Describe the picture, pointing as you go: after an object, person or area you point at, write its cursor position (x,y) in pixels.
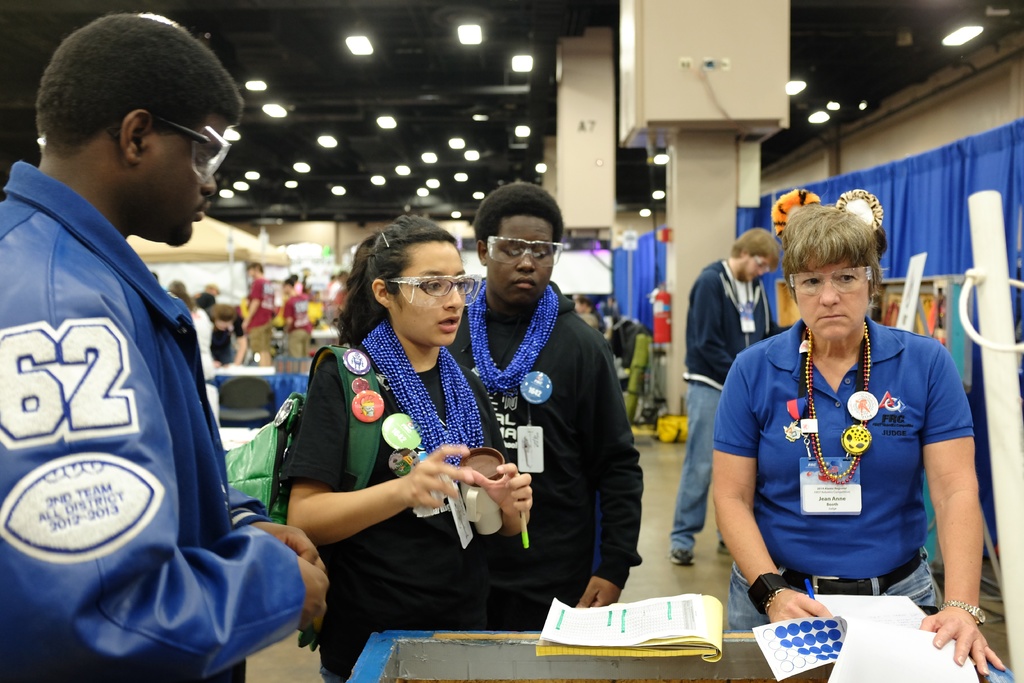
In this picture we can see people (429,256) wearing glasses (410,291), bead chains (483,316) and standing in front of a table (487,639) with papers (683,615) and books (550,629). In the background (292,293), we can see other people (289,279) standing with badges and bags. At the top (328,141) we have lights (328,141) on the rooftop (428,82).
